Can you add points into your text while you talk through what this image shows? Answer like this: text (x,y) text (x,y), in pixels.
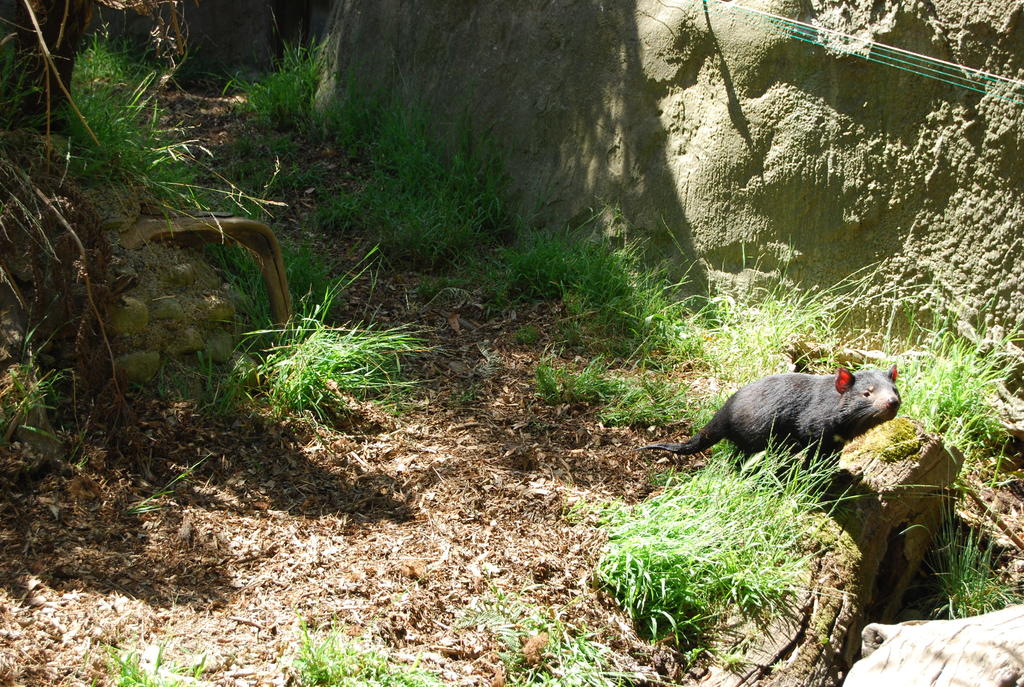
In this image, we can see some grass (663,296). There is a Tasmanian devil (799,406) on the right side of the image (811,415). There is a wall (484,66) at the top of the image (572,55).
